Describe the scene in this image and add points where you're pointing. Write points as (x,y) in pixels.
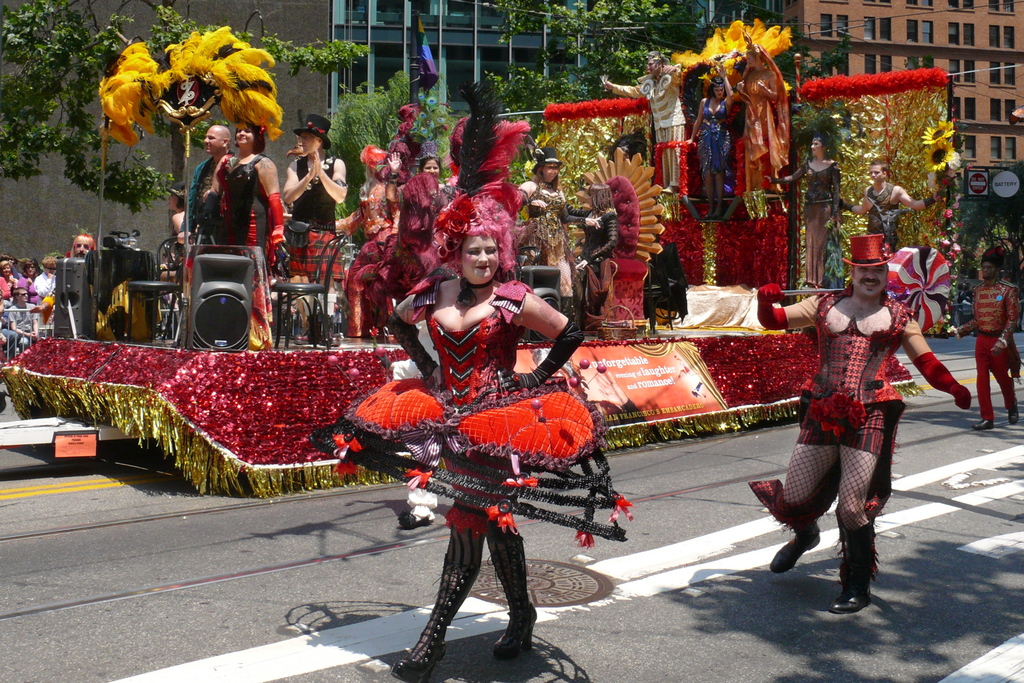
In this image there are some persons (358,256) performing on the stage (706,230) as we can see in the middle of this image (407,233). There are some persons (592,517) standing on the road (412,593) in the bottom of this image (566,522). There are some trees (87,112) in the background (67,101). There are some buildings (923,48) on the top of this image (856,43). There are some persons (48,292) sitting on the left side of this image (21,328).
